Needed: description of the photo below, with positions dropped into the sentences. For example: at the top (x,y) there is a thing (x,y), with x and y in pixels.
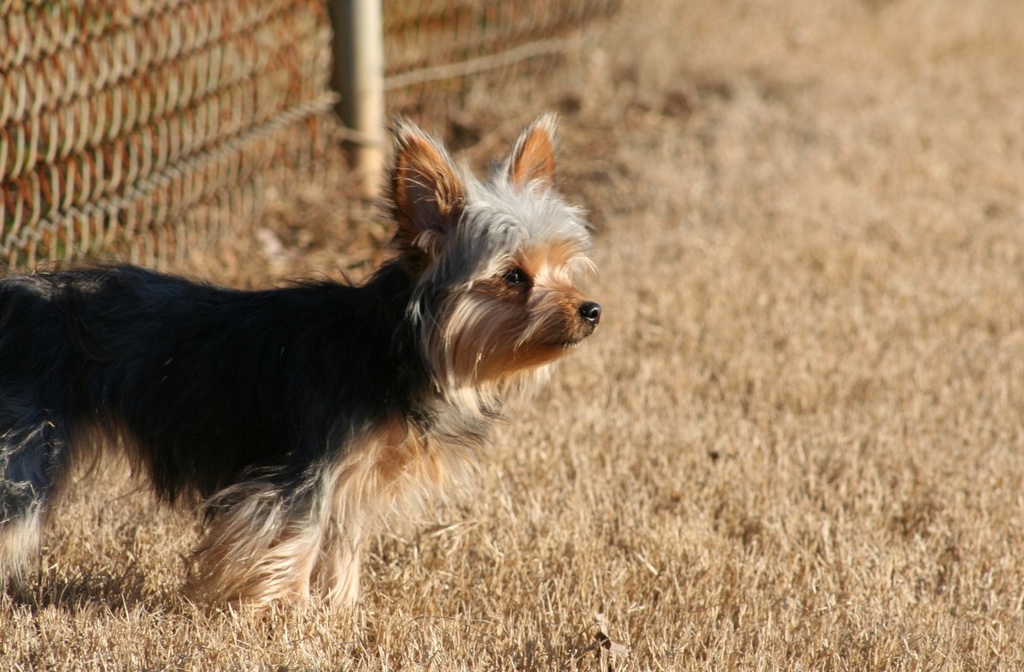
In this image there is the grass (729,509), there is a dog (456,385), there is a fencing (301,117) towards the top of the image (357,86).
